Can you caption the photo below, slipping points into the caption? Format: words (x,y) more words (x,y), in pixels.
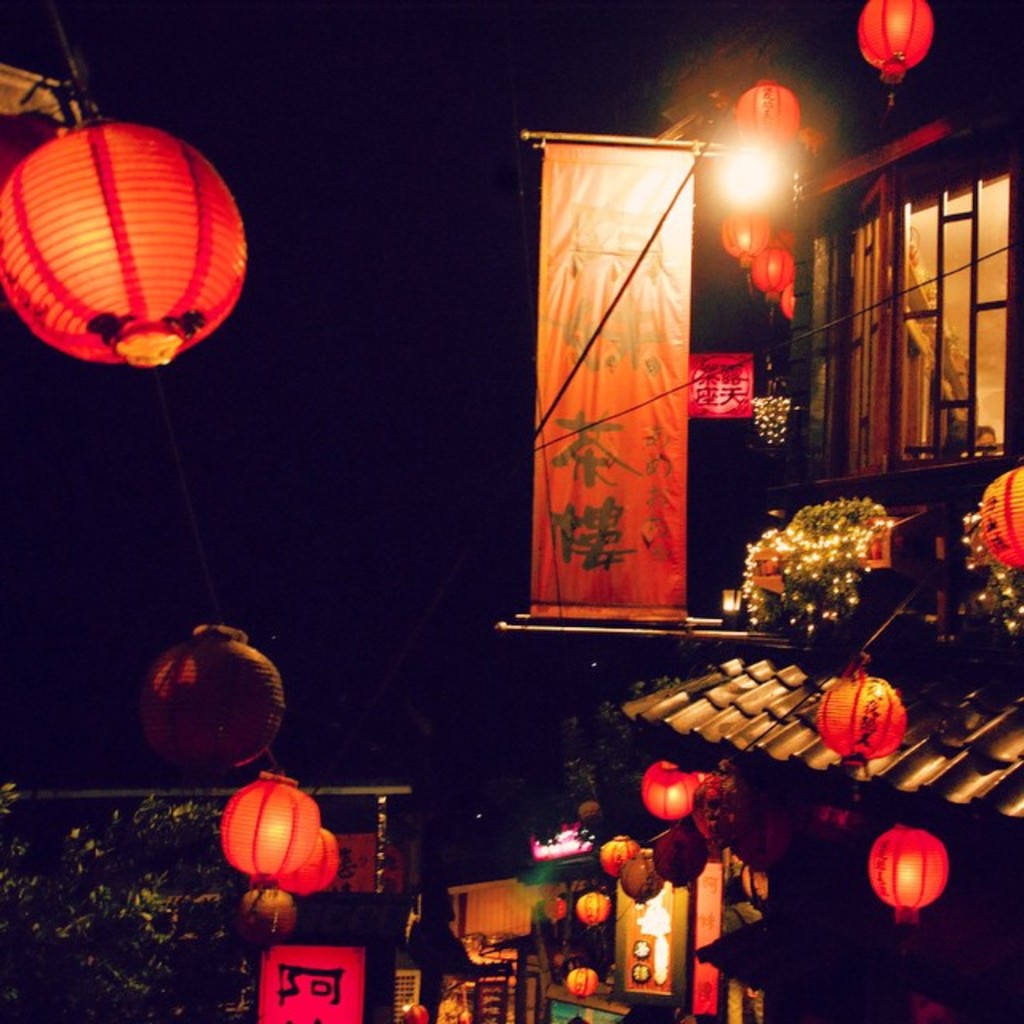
In this picture I can see lanterns (137,333), building (816,394) and a banner (604,408) with some text (602,267) and few plants (33,873) and I can see dark background (474,504).
